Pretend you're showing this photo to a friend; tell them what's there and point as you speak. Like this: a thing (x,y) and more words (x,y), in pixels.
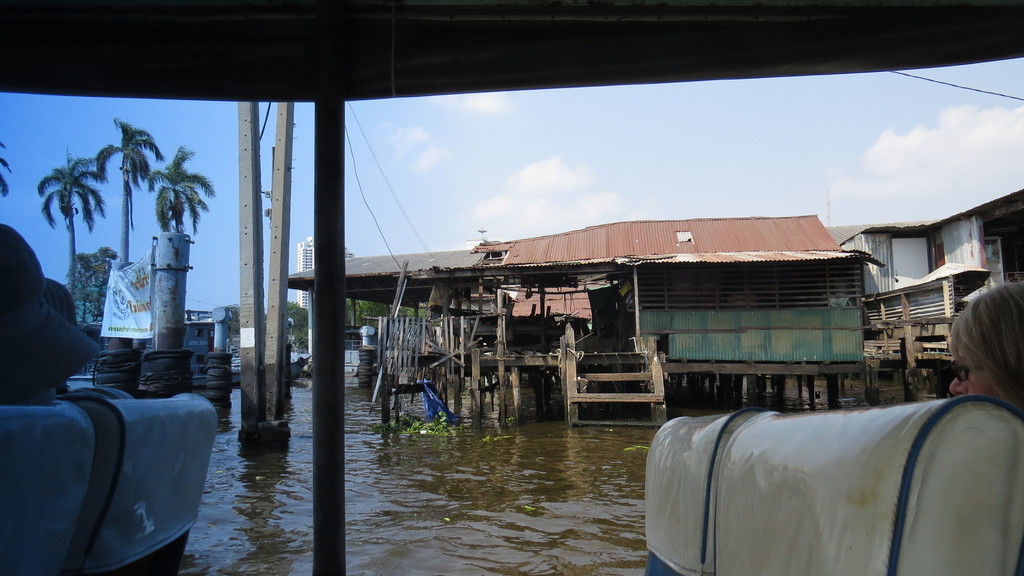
In this picture we can see some people (81,367) are sitting and behind the people (990,381) there is water (541,481), houses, electric pole (250,343), cables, building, trees (101,148) and a sky (530,230).
